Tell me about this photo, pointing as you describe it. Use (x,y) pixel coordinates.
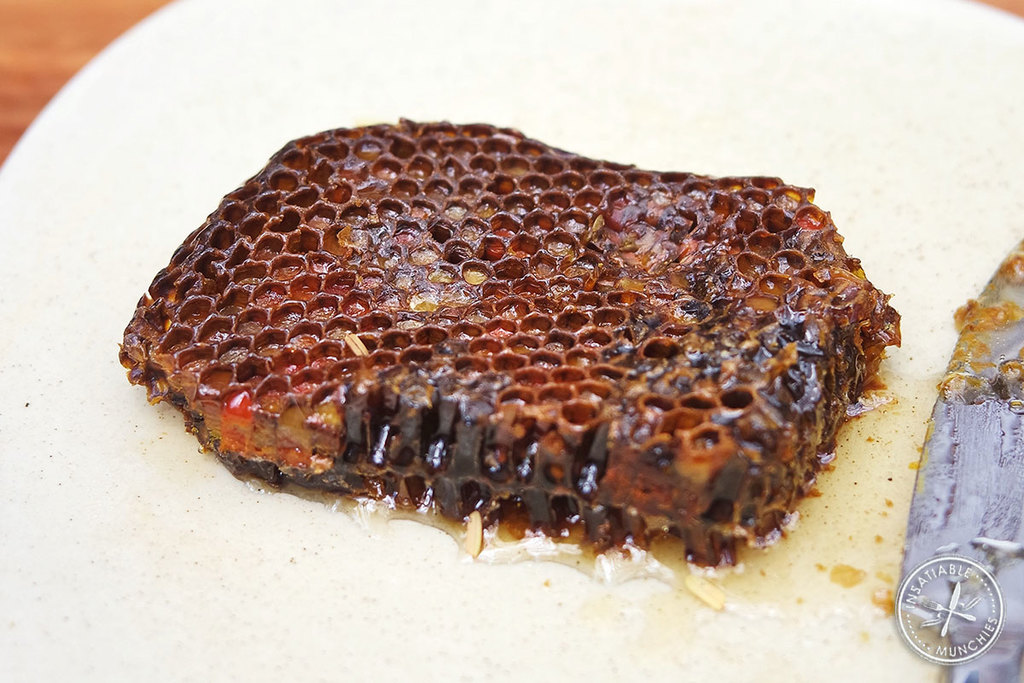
In this image I can see the honeycomb (447,258) in brown and black color. It is on the white color surface (182,429).
